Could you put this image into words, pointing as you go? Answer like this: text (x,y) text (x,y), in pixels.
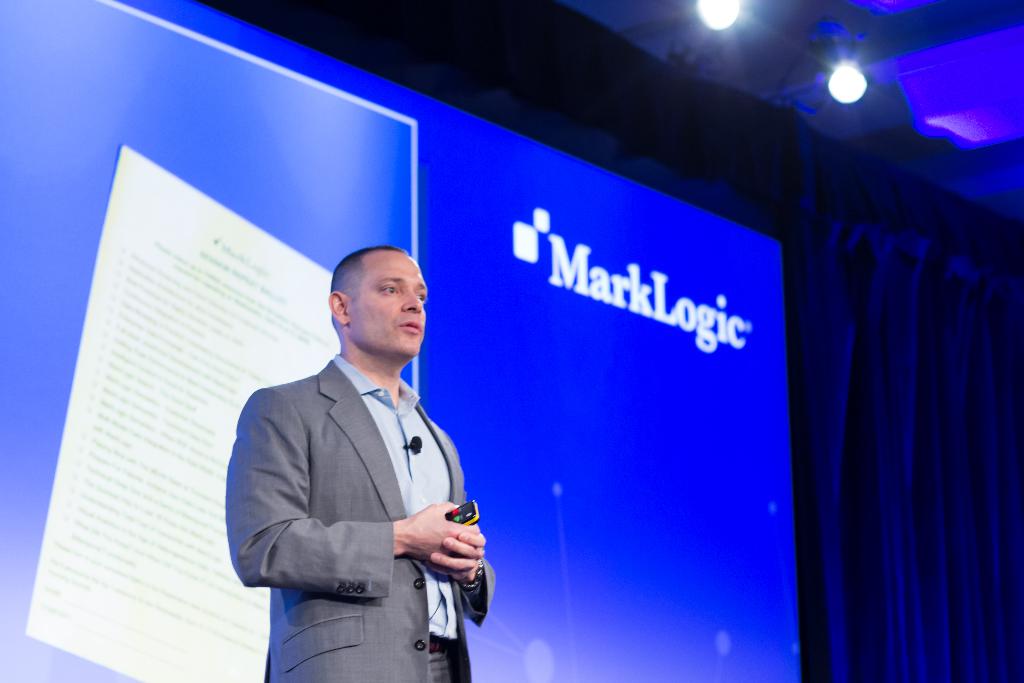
In this image there is a man (384,494) who is wearing the suit (372,492) is holding the remote (473,513). In the background (397,207) there is a screen (440,202). At the top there are lights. On the right side (892,368) there are curtains (905,386).
